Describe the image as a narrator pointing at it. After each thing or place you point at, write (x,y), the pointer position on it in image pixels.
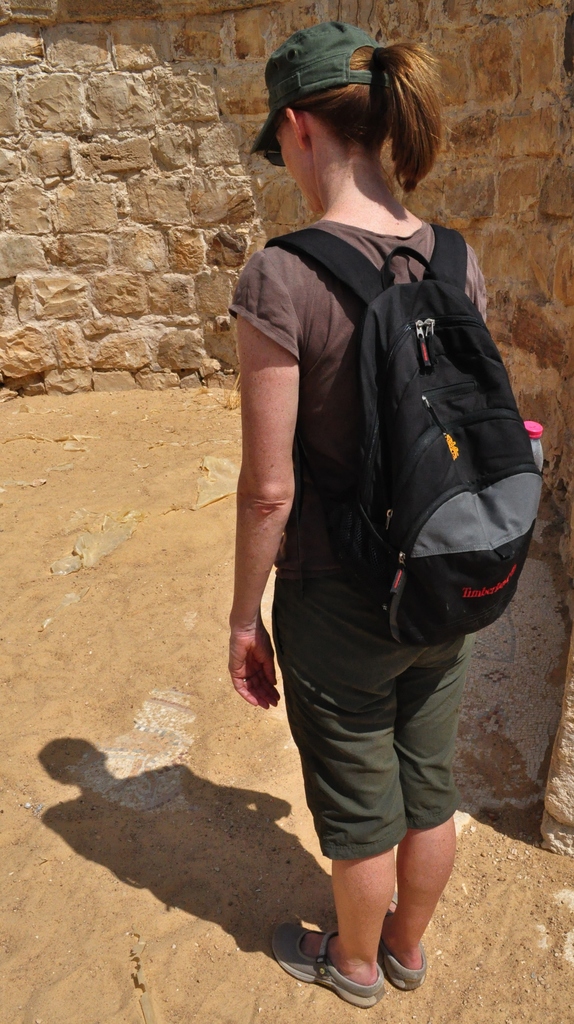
The woman (250,440) carrying black bag (449,456) on her back (429,459) is looking down and there is a wall (132,251) and sand (128,551) in front of her.
